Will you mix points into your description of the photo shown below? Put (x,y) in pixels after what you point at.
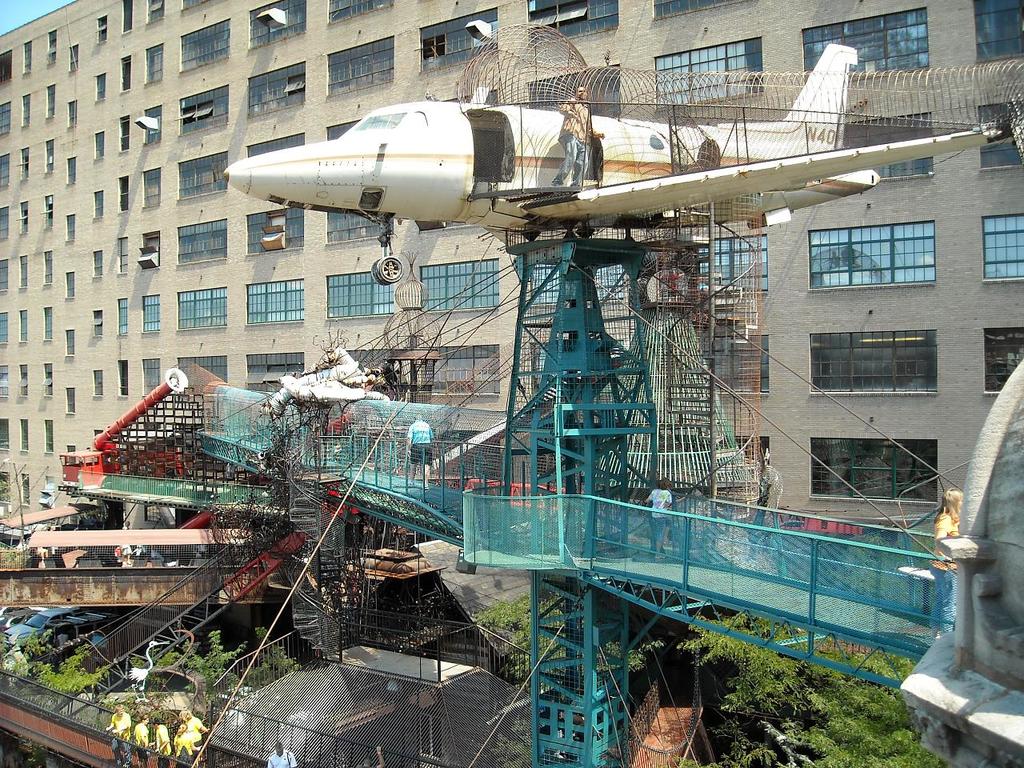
In this image in the center (393,278) there is an airplane (482,218) standing on the bridge (587,362) and there are trees (753,676) in the front (752,662), there are persons (158,722) standing. In the background (97,126) there is a building (145,84).
